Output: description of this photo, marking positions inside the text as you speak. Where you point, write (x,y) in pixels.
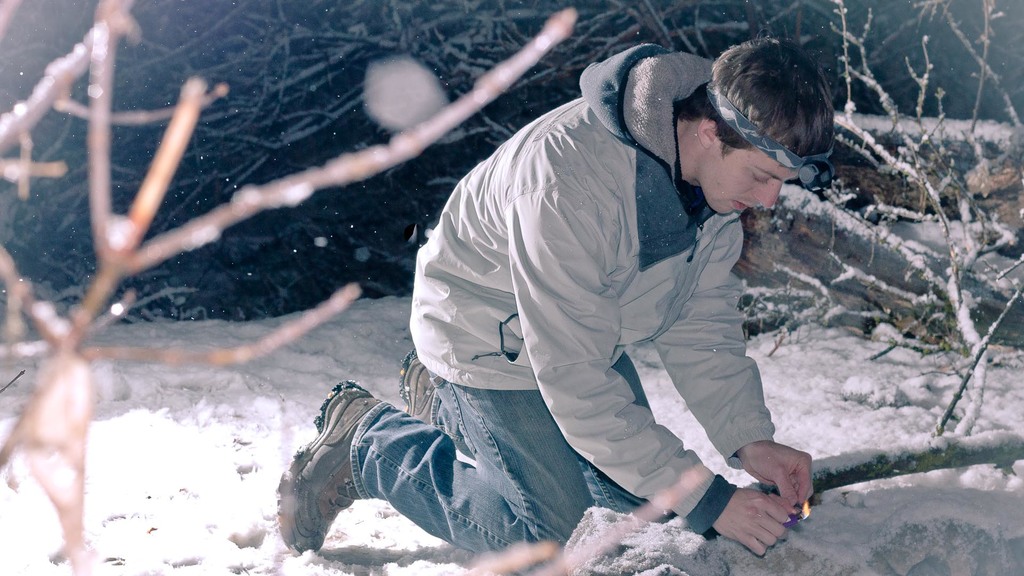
In this picture I can see a man (457,342) holding a fire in his hand (784,487) and I can see trees (906,135) and snow (105,364) on the ground (536,575).
